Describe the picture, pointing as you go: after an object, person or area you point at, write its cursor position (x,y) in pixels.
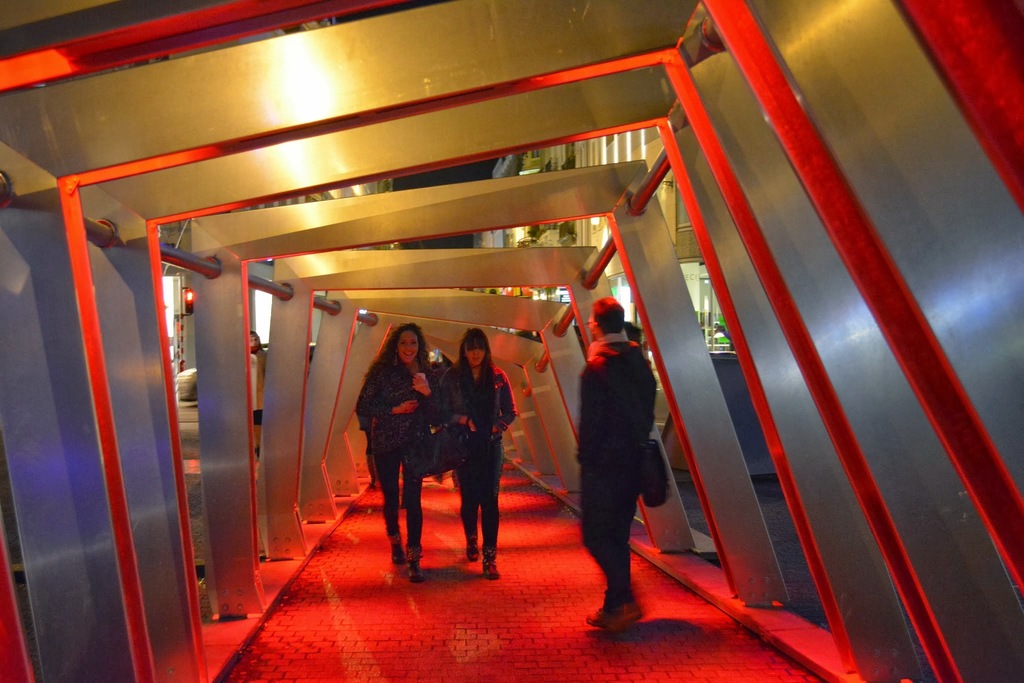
In this image I can see few people (475,471). On both sides of these people (398,424) I can see the metal rods (499,335). In the background (433,180) I can see one more person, vehicle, buildings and the sky (447,171).
